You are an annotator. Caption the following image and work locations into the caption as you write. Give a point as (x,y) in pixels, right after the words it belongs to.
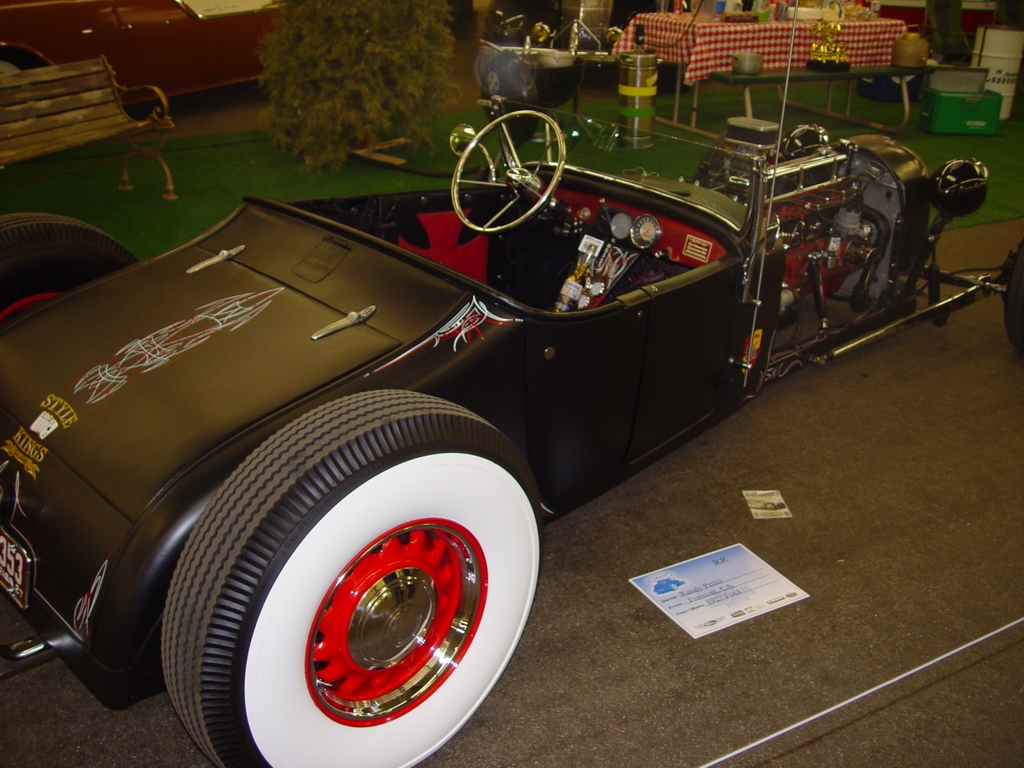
In this image I see a car (499,238) over here and I see the path (945,455) and over here I see the green carpet (483,161) and I see a bench (86,114) over here and I see the tables (781,82) on which there are few things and I see 2 papers (723,570) over here and I see the white color wire (1001,631) over here and I see the plant (321,46) over here.
